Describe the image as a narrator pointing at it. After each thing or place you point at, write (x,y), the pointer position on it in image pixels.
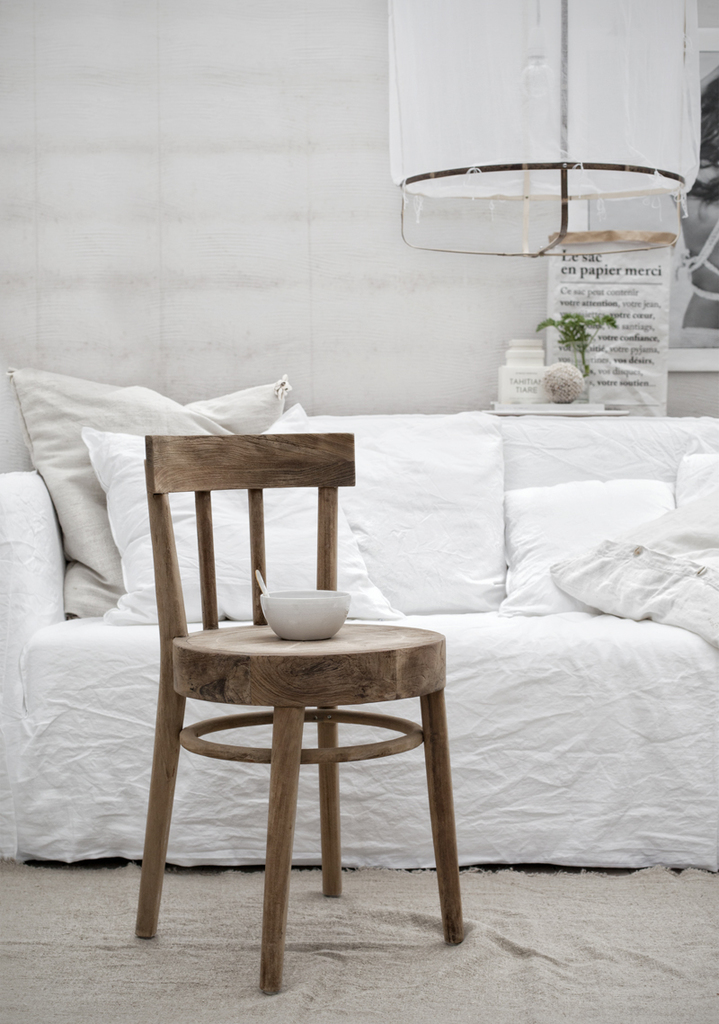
In this picture there is a chair (401,633) with the bowl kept on it. There is a couch (49,748) behind the chair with some blankets (616,601) pillow (581,527). There is also small plant (587,361), photo frame (634,400) kept on the couch (498,431) and in the backdrop (40,255) there is a white wall (285,166) and picture (692,298) on to the right (690,223).
